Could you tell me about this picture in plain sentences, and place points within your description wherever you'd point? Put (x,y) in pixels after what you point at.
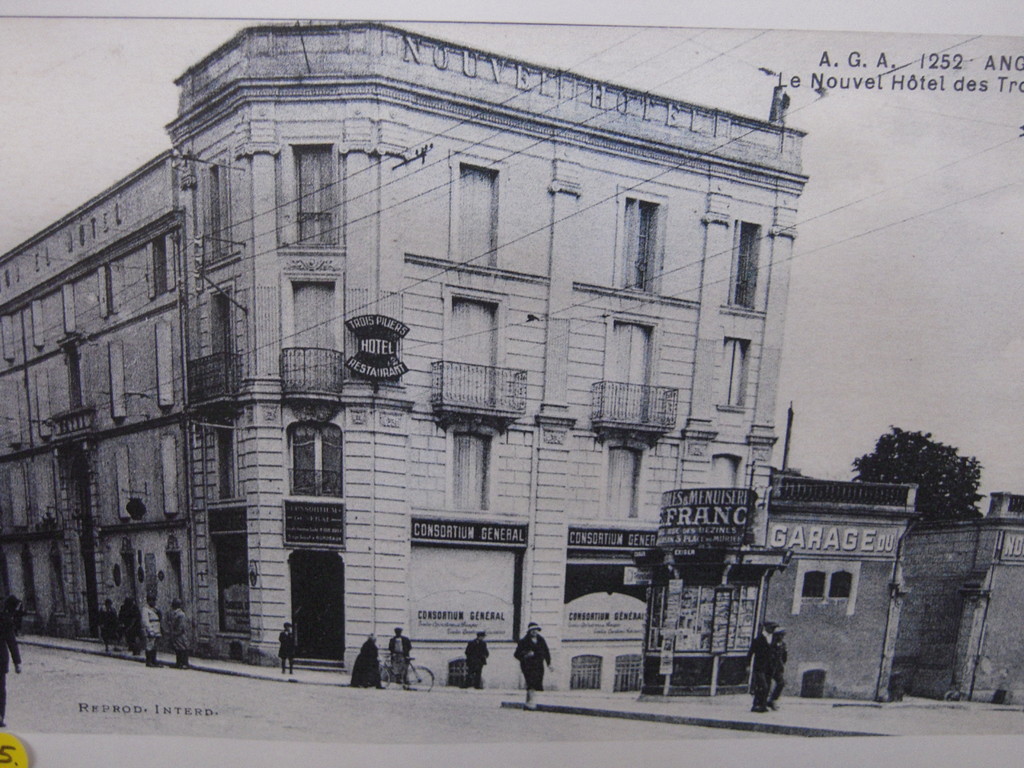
This is a picture of a poster (18,340). In this picture we can see some information. We can see a building (508,266), boards (856,540), people (131,625), tree (932,496), bicycle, road (334,696) and few objects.
